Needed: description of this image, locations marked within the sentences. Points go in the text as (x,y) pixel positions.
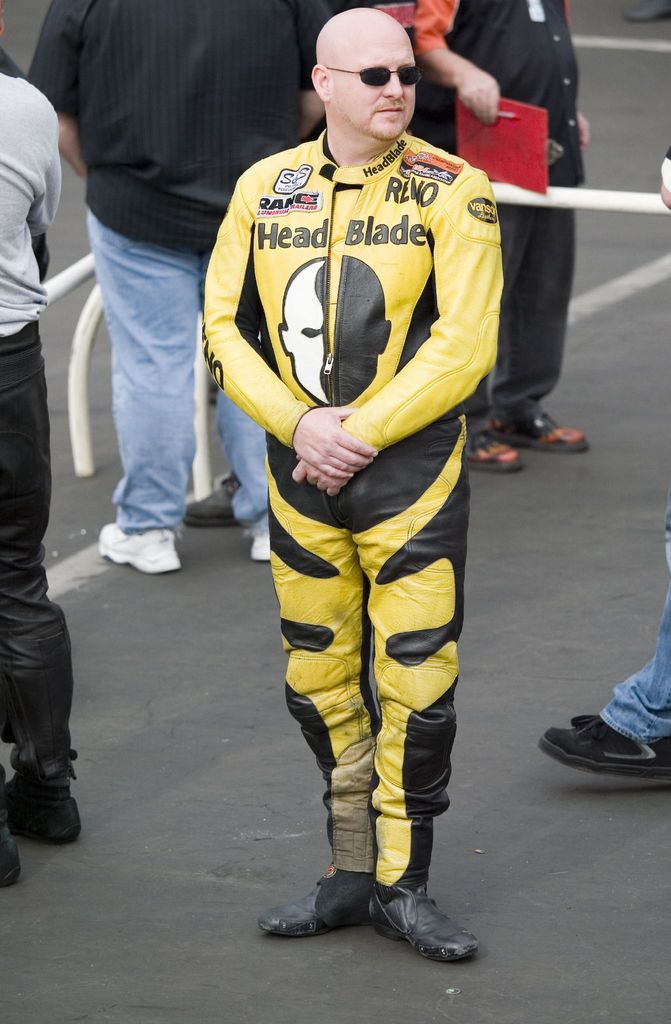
In this picture, it looks like a man (375,556) is in the racing suit (347,500). Behind the man (351,421) there is a group of people (2,185) standing on the road (624,642) and there are iron grilles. A person (484,110) is holding a red color object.
